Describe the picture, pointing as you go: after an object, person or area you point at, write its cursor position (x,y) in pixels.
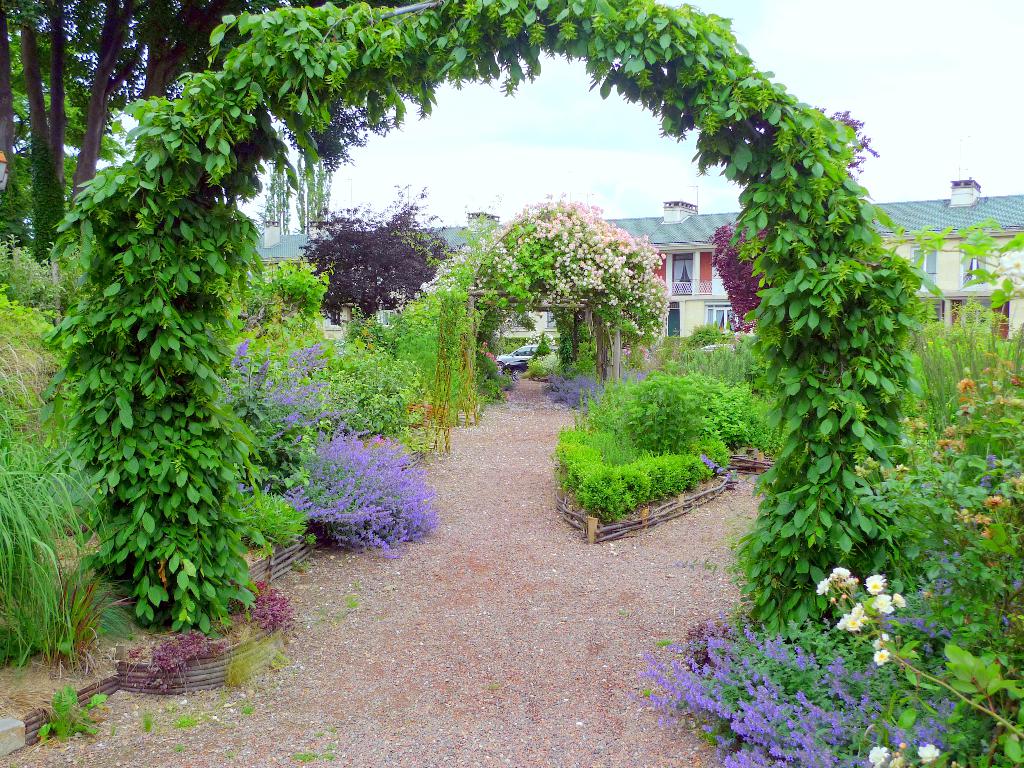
In this image I can see a path (460,441) I can see few plants (845,586). There are few trees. In the background (699,323) I can see a building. I can see the sky (556,162). I can see a car (519,368).
